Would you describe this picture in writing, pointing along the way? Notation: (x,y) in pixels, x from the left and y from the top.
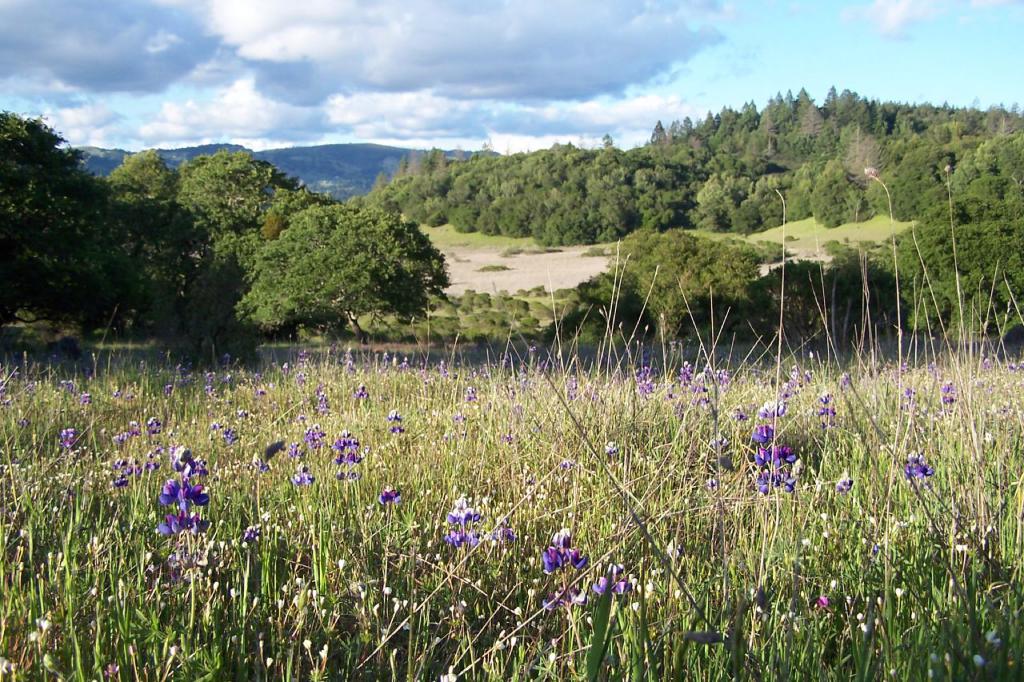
This picture is clicked outside. In the foreground (745,401) we can see the plants (648,483) and the flowers (580,598). In the background (437,57) there is a sky (696,57) which is full of clouds (382,77) and we can see the hills (358,156), trees (266,291) and plants (815,292).
